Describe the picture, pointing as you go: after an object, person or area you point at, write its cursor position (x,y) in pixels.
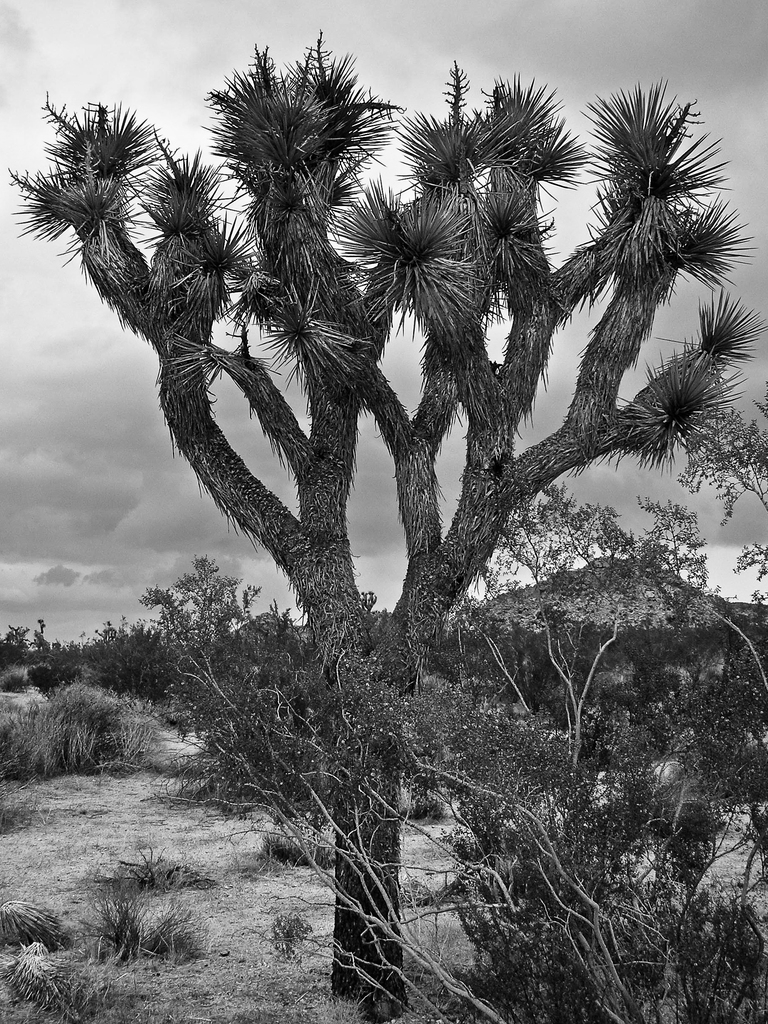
In this image I can see few trees (273,771), background (133,364) I can see the sky (133,378) and the image is in black and white.
